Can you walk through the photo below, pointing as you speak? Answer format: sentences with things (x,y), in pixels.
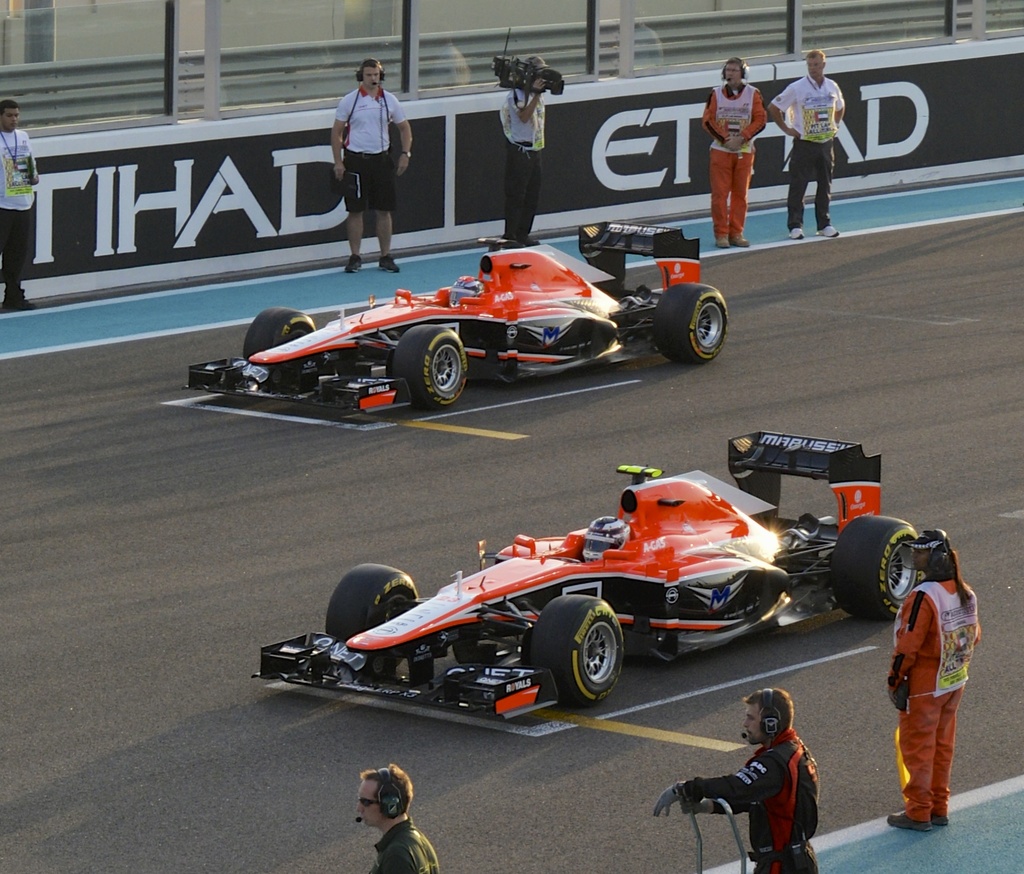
In the image on the road (564,395) there are vehicles (435,318). At the bottom of the image (954,666) there are three people (783,796) with headsets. Behind the road (318,311) there are five people (717,128). There is a person (516,101) holding a video camera (517,75) in the hands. Behind them there are banners (918,113) with text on it. Behind those banners (961,141) there are glass walls (134,50).
